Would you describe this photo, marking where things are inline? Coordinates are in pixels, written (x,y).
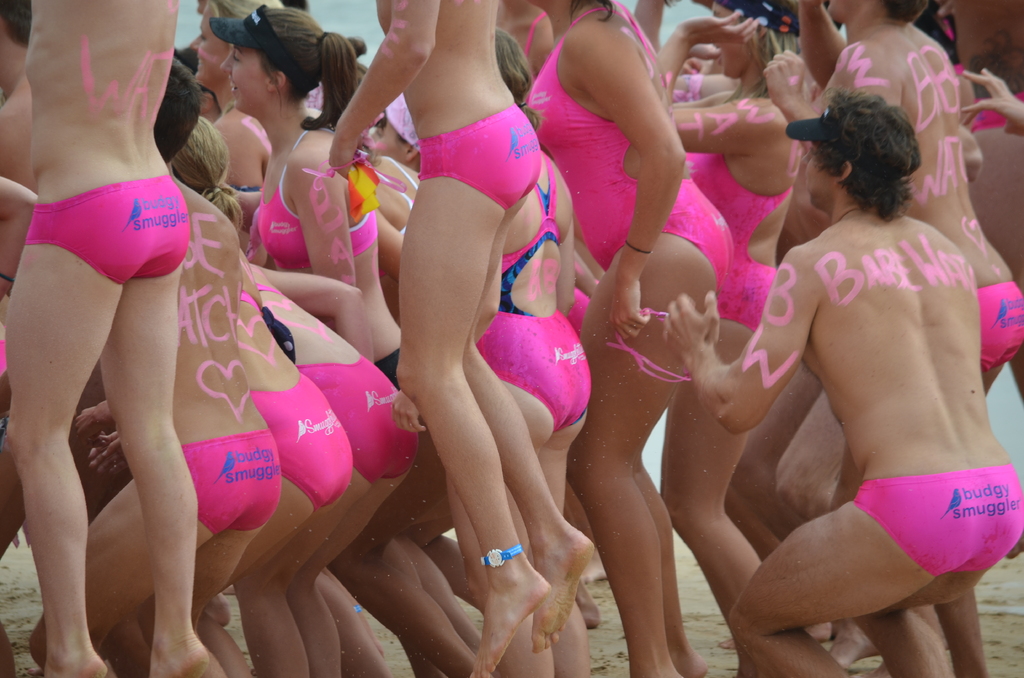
In this image I can see few persons (532,331) wearing pink colored dresses (537,351) are standing. I can see something is written on their bodies (438,37) with pink color. I can see the sand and the water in the background (722,623).
